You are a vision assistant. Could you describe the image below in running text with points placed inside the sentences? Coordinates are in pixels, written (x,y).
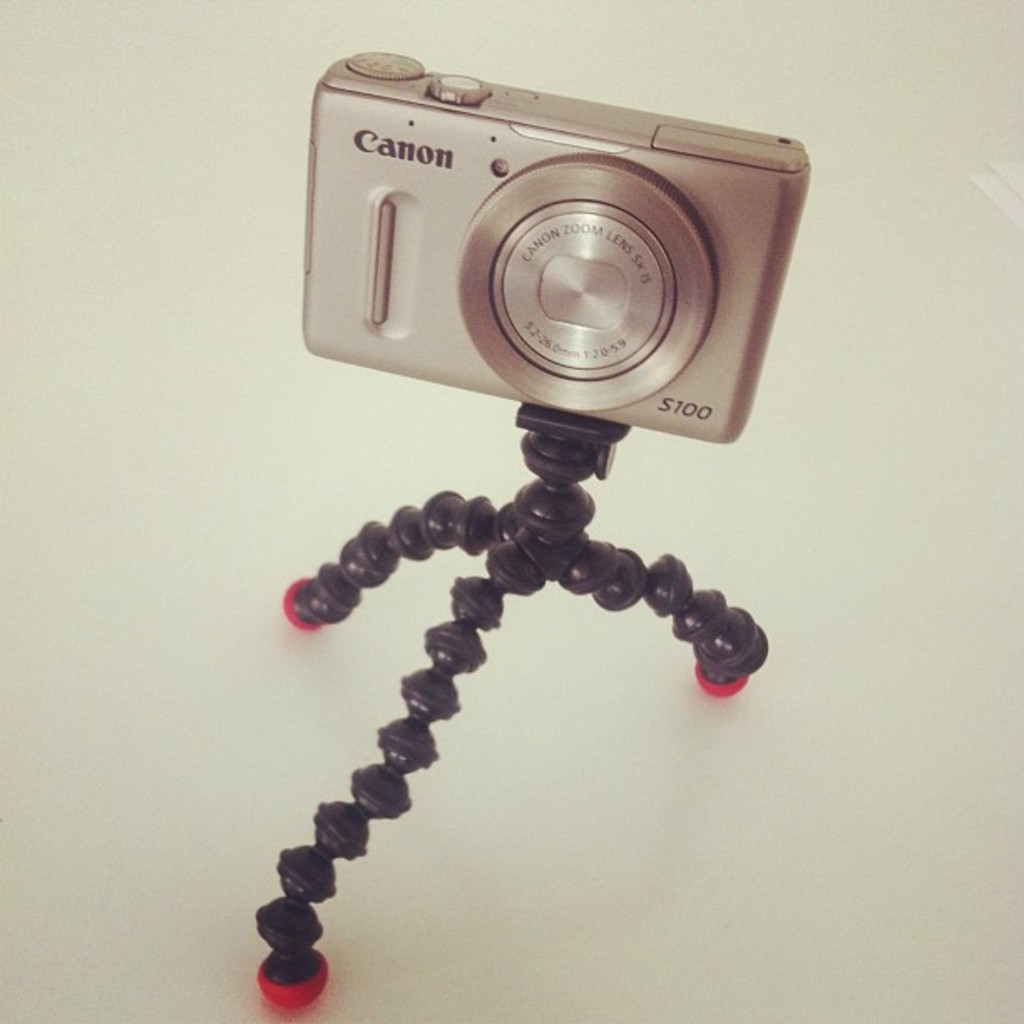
In this image in the center (532,583) there is a camera (583,367) on the stand (496,589) which is black in colour and there is some text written on the camera (532,226).
